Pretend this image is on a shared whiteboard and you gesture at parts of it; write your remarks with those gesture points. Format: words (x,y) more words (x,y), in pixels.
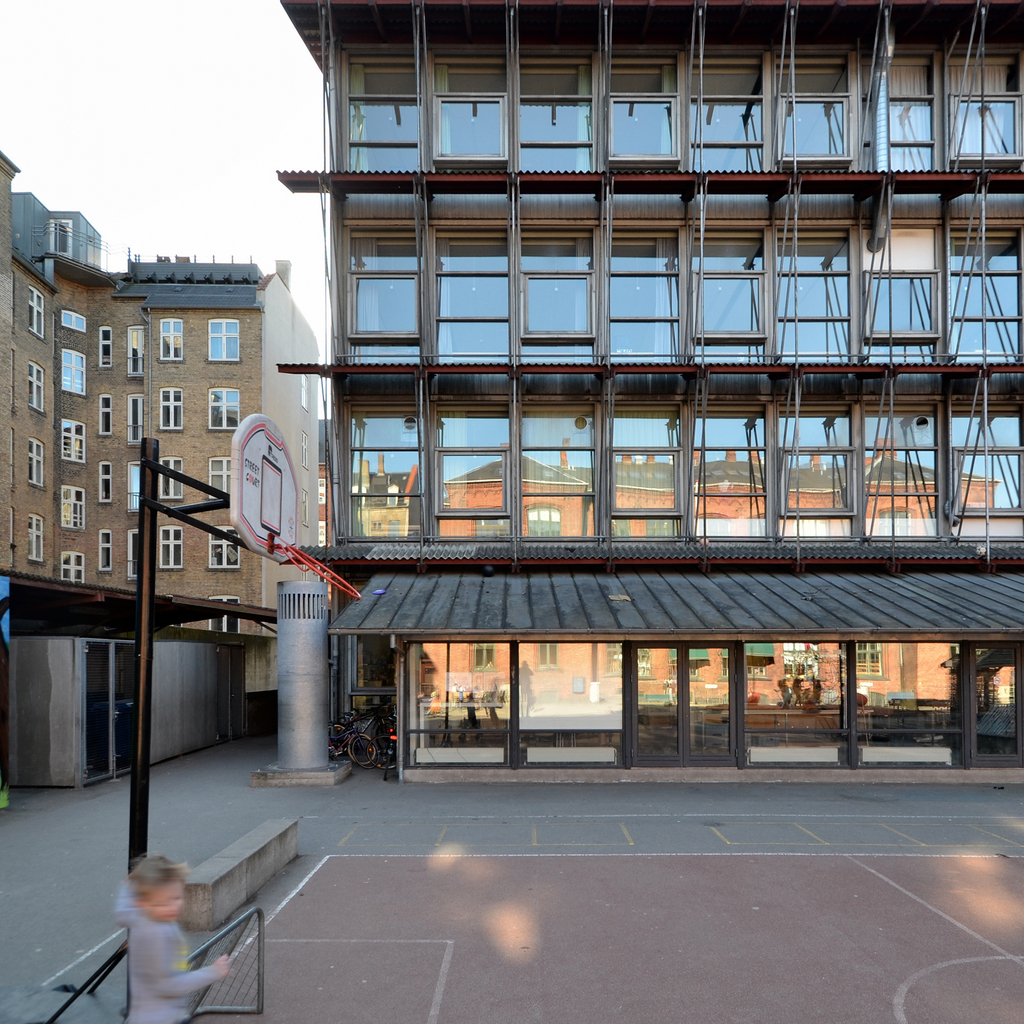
In this picture we can see buildings (317,403), we can see glass (629,440) here, there is a person (164,944) standing at the bottom (161,969), we can see the sky (199,114) at the left top of the picture (193,100), there is a basketball post (303,556), we can see bicycle (341,733) here.
